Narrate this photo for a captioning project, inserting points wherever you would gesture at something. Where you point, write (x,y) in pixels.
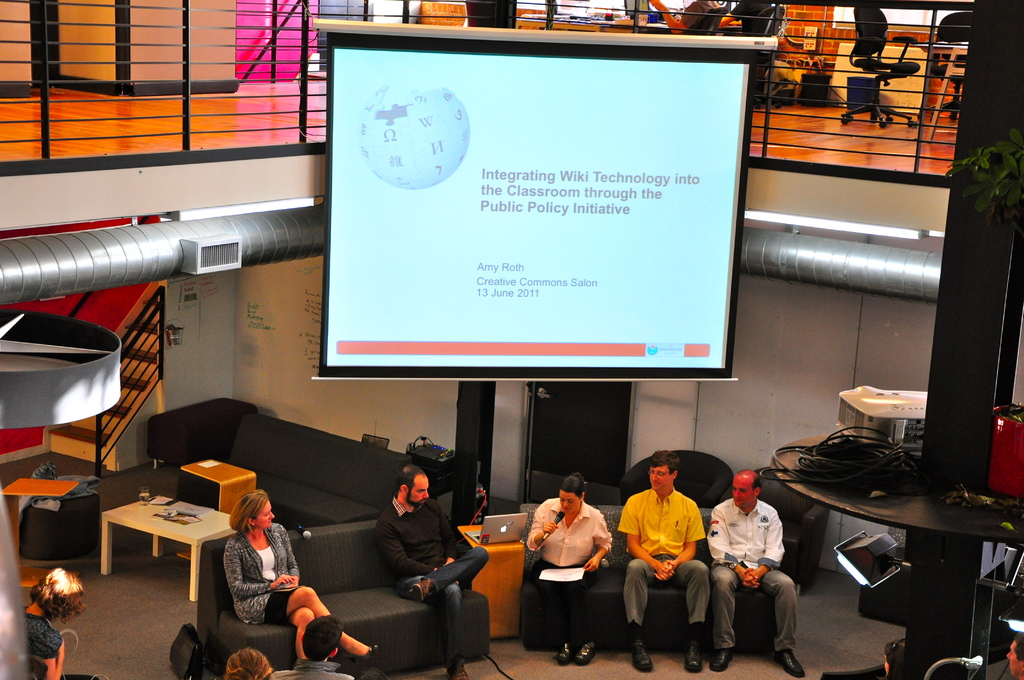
This image consists of a screen (482,203) in the middle (389,283). There are chairs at the top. There are sofas (372,514) at the bottom (761,608). People (425,578) are sitting on sofas (525,510). There is a table (146,506) on the left side (164,525). There are wires (803,463) on the right side (909,486). There is laptop (520,537) at the bottom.
